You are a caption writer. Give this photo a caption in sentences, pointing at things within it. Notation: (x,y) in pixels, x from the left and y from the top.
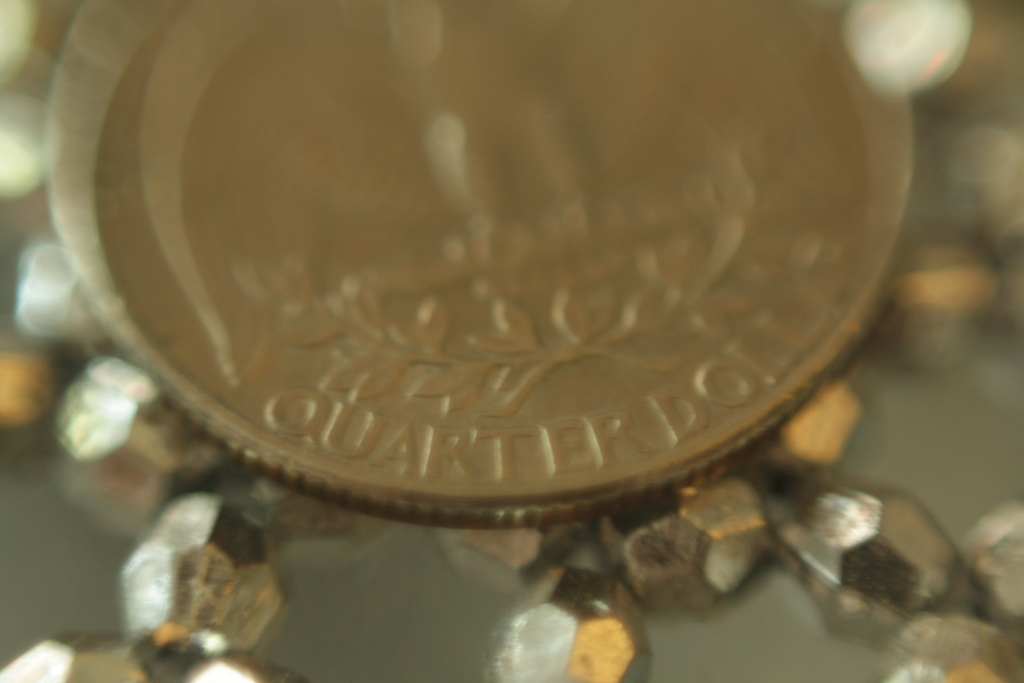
This picture contains a dollar (425,317) or a coin (552,233). On the coin (322,329), it is written as "Quarter Dollar". At the bottom of the picture (248,561), we see beads (266,590). It is blurred in the background (911,233).
